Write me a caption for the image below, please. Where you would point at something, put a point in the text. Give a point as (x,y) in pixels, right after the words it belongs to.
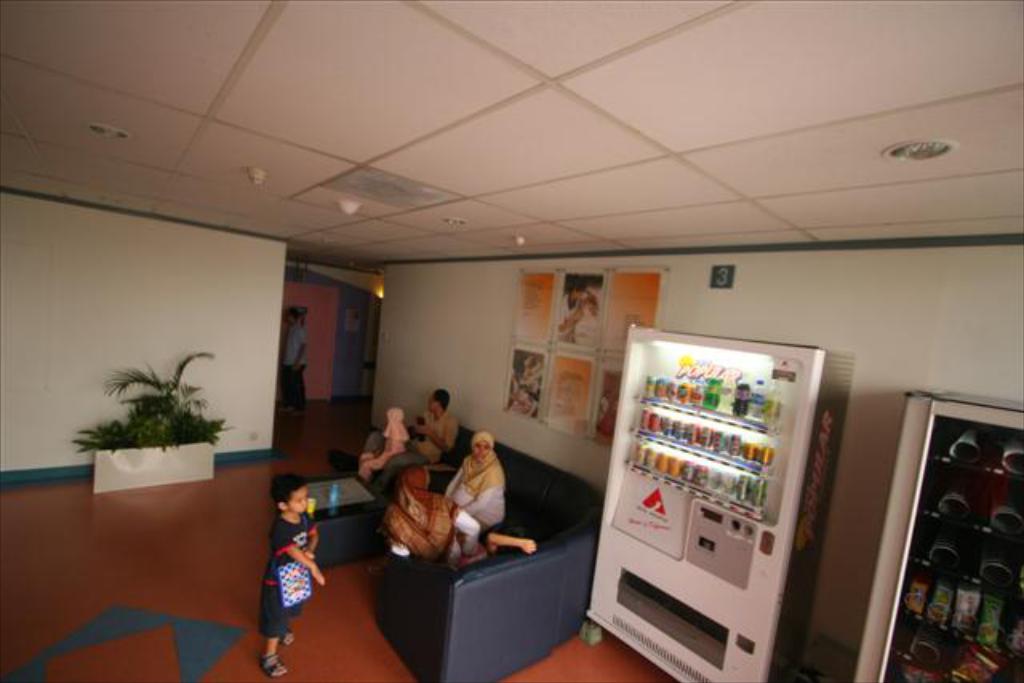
On the right side (861,298) there is a wall (854,255) with some pictures (582,299). Also there are two machines (787,575). Inside that there are some items (733,479). There is a sofa (516,563). On that some people (436,500) are sitting. In front of that there is a table (361,516). Also there is a child (282,558) standing. In the back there is a wall (126,404). Near to the wall (126,404) there are plants (149,433).
